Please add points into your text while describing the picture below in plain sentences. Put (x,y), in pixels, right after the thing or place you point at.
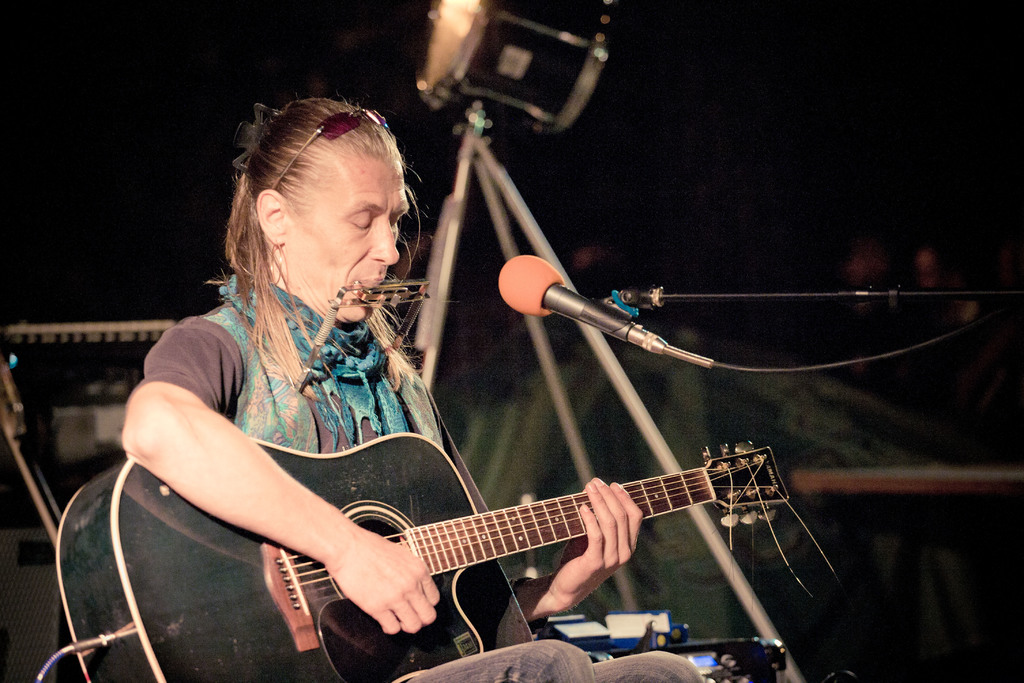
As we can see in the image there is a man (383,586) holding guitar (187,599) in his hand (379,592) and in the front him there is a mic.
